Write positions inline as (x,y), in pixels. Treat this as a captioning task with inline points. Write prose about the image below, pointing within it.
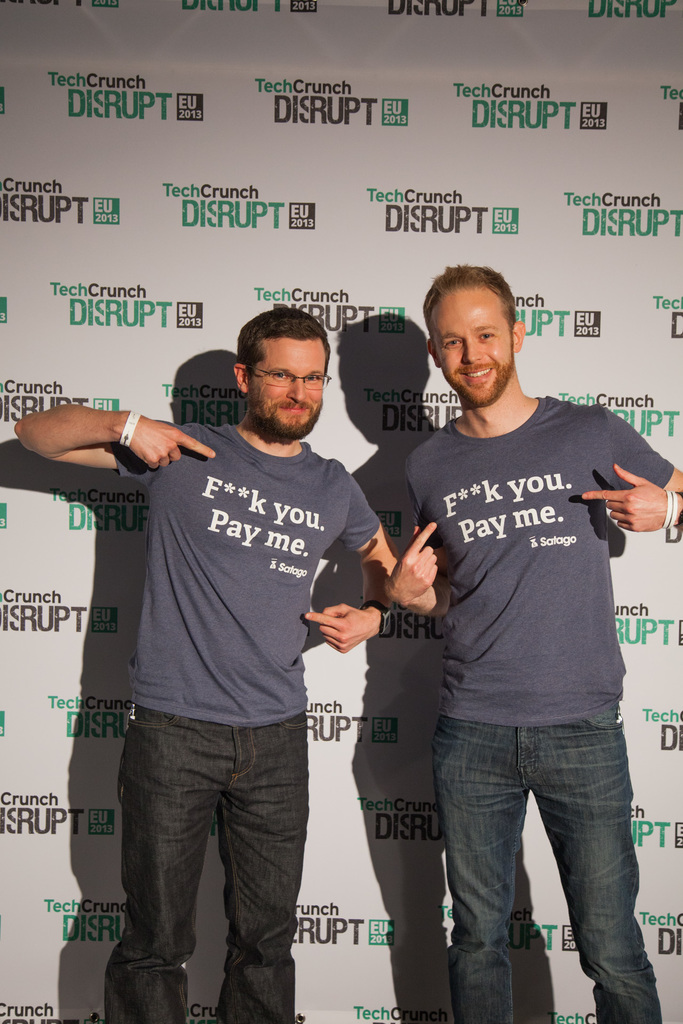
In the center of the image (386,589) we can see men (236,789) standing on the floor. In the background (308,286) we can see an advertisement (145,270).
